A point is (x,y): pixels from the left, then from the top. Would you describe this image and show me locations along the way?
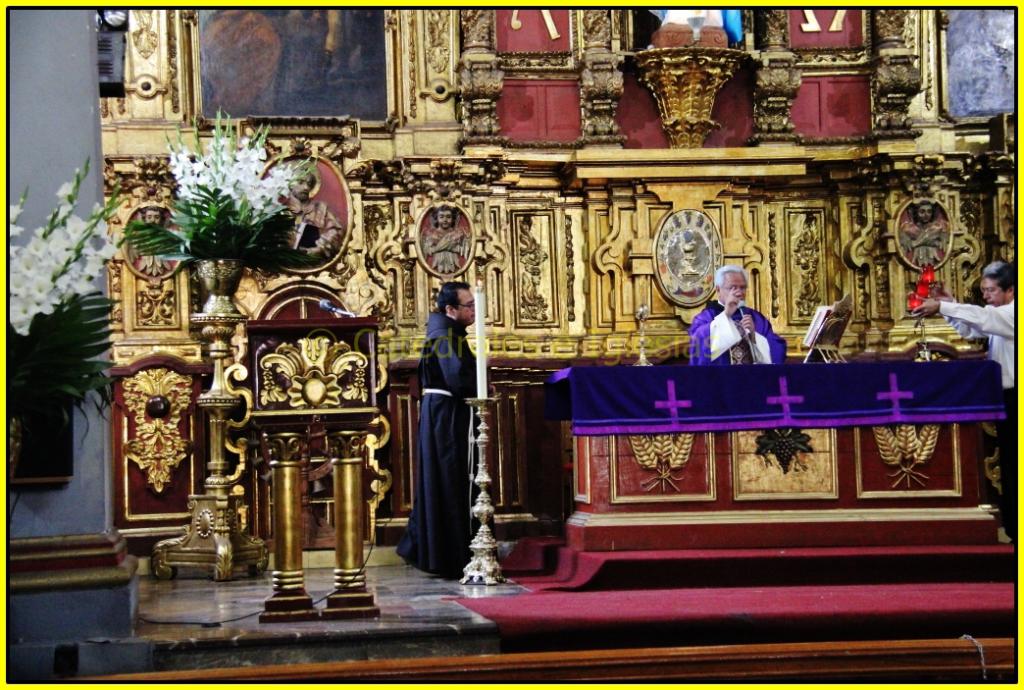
In the center of the image (431,406) we can see three persons (426,391) are standing and they are holding some objects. In front of them, there is a table (678,467). On the table (792,444), we can see one book stand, book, cloth (693,391) and a few other objects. At the bottom of the image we can see one red carpet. In the background (821,238) there is a wall (459,120), photo frames (947,74), poles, one candle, vases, plants (278,230), flowers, and a few other objects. And we can see some design (562,274) on the wall (527,203) and on the table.
